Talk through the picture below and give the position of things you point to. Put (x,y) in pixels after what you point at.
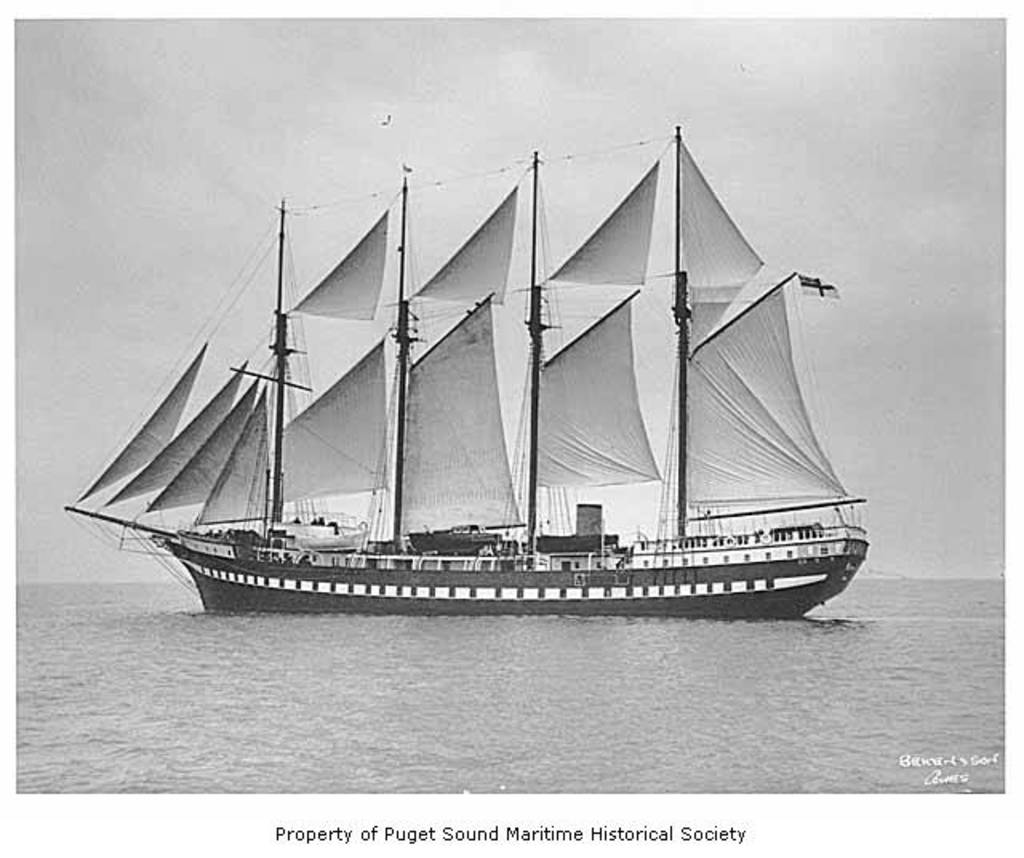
In the image we can see there is a ship (795,549) in the water (571,668) and the image is in black and white colour.
